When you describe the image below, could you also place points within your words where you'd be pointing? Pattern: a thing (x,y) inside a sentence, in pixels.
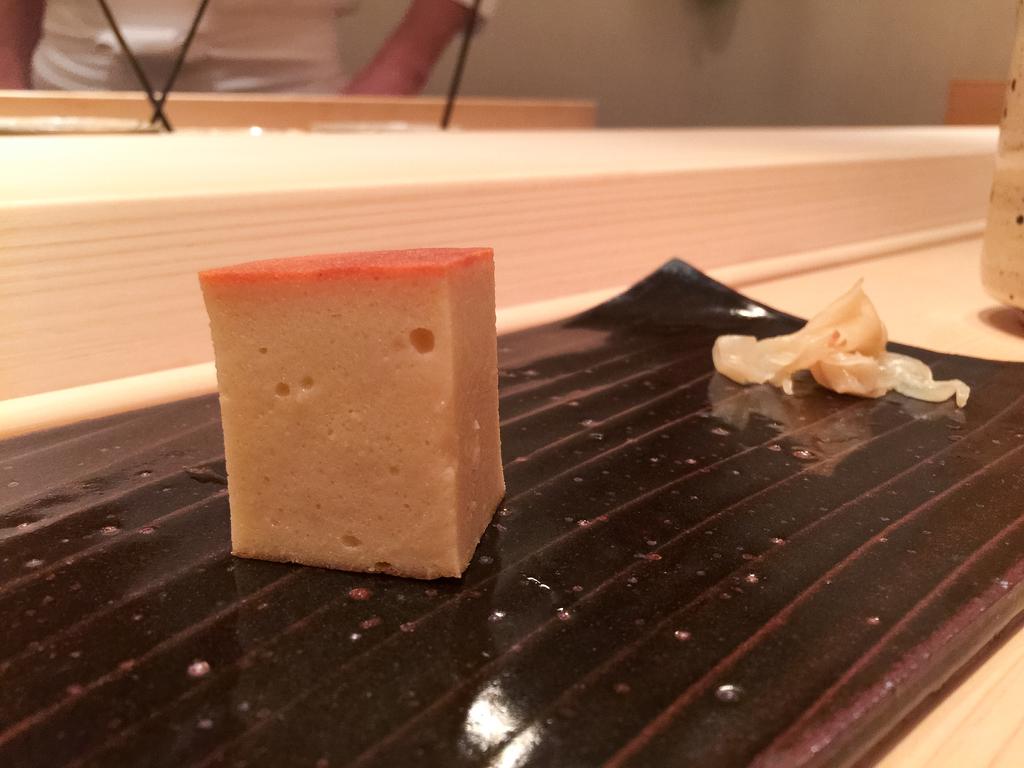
In this image we can see food item (419,504) and an object (848,385) on a sheet (831,446) which is on a platform (828,300). In the background (525,37) we can see wall (513,27) and a person (461,15) who is truncated.
